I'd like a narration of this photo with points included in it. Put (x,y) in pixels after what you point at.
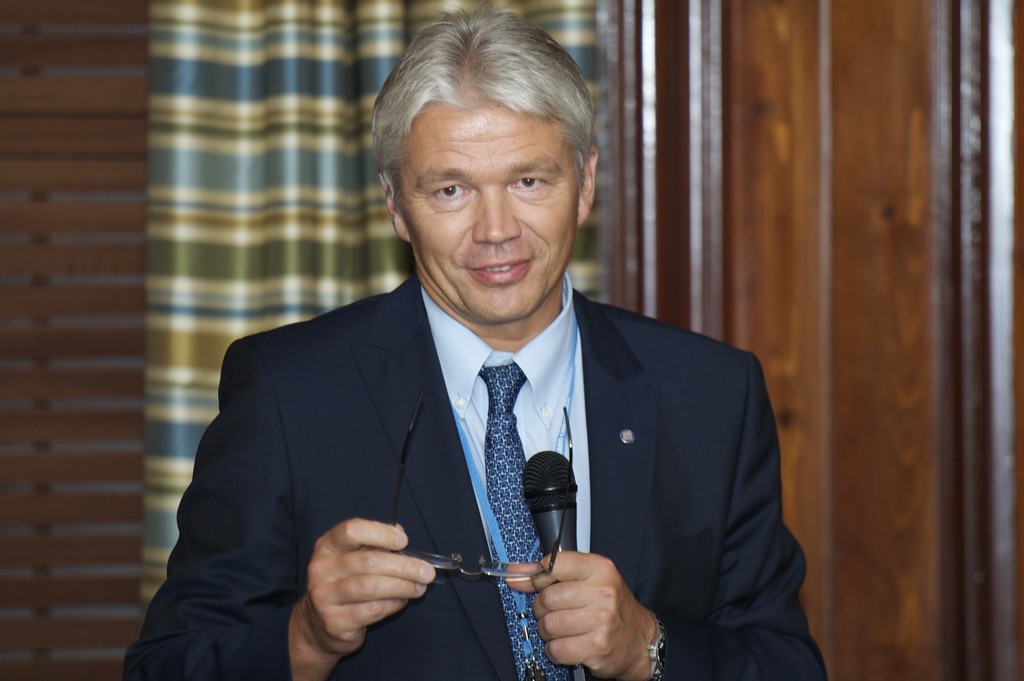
In this image there is one person (429,414) and he is holding spectacles (490,565) and one mike (550,519), and on the background (222,247) there is one curtain (252,69) and one wooden wall (858,470) is there on the right side (857,253).
